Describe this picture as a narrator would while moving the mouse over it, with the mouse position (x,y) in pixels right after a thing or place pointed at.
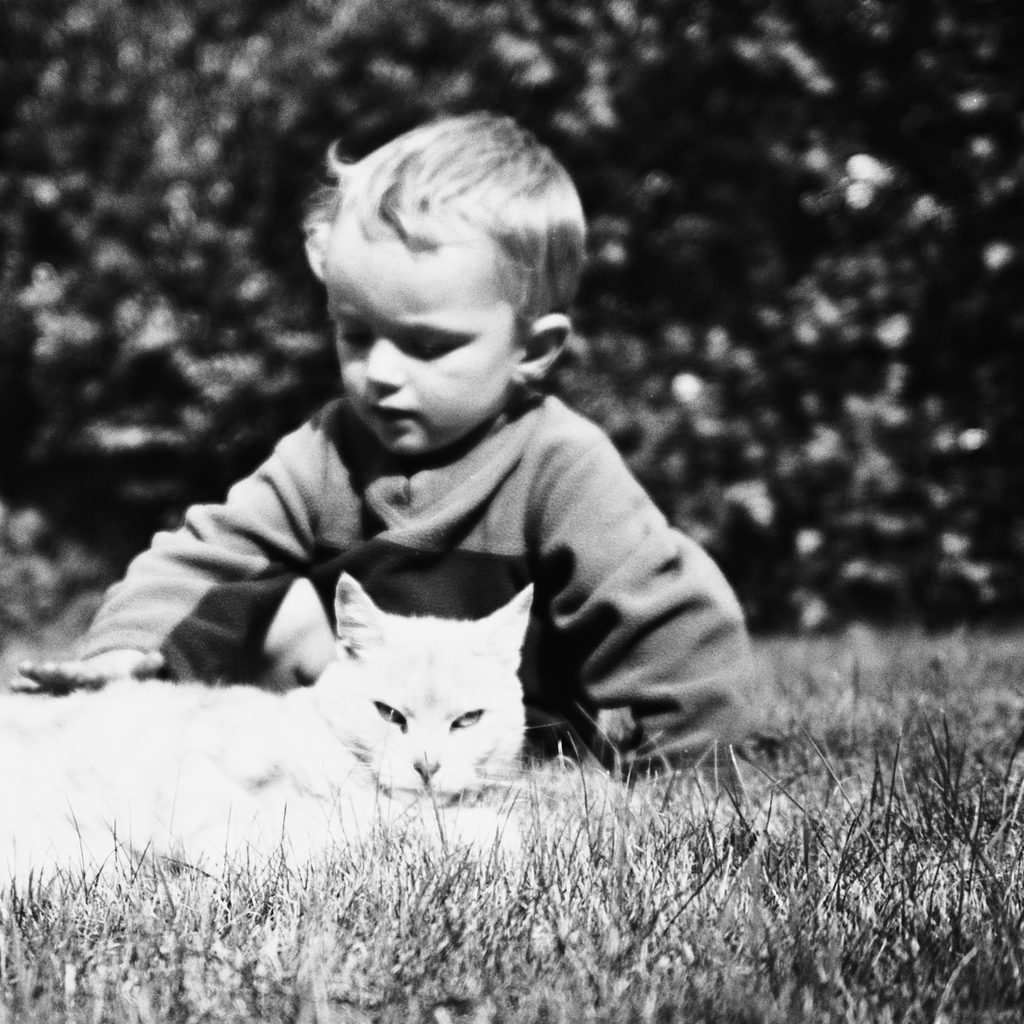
In this picture there is a little baby (405,451) and a cat (404,756) on the grass (543,763) and behind them there are some trees (47,486).
